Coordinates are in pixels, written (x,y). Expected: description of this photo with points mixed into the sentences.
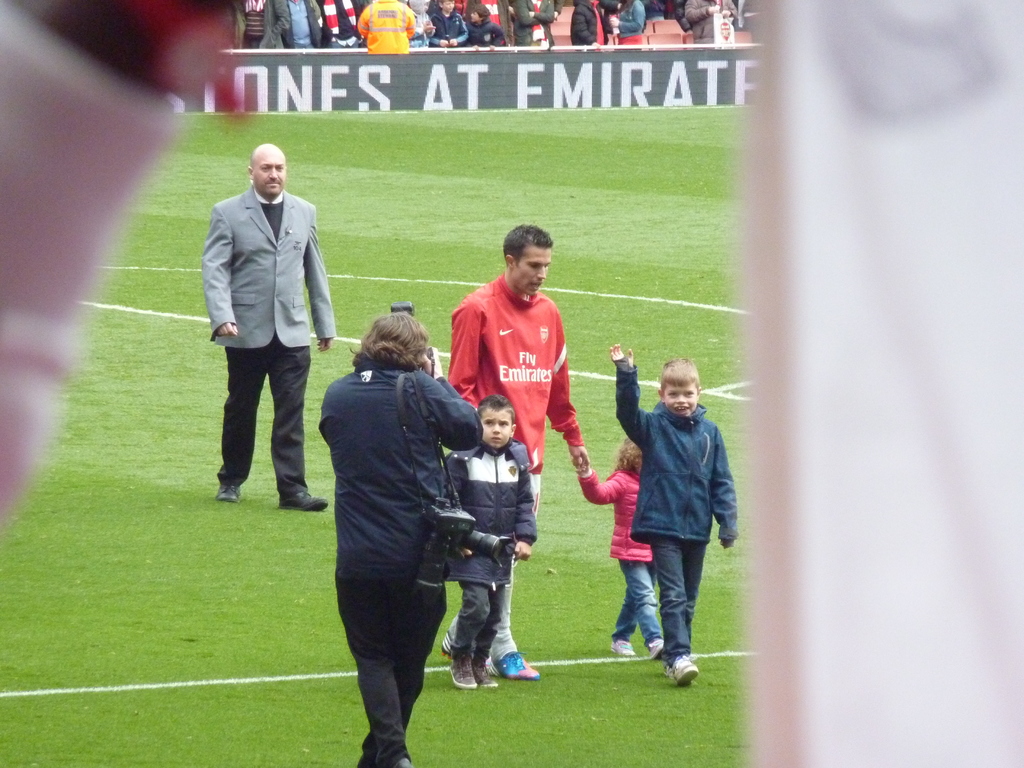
In this picture we can see some small (680,518) children walking in the football ground (442,242). In the front (409,514) we can see a man (394,462) wearing a black jacket (406,441) and taking the photos. Behind we can see some people (605,17) standing and watching.
